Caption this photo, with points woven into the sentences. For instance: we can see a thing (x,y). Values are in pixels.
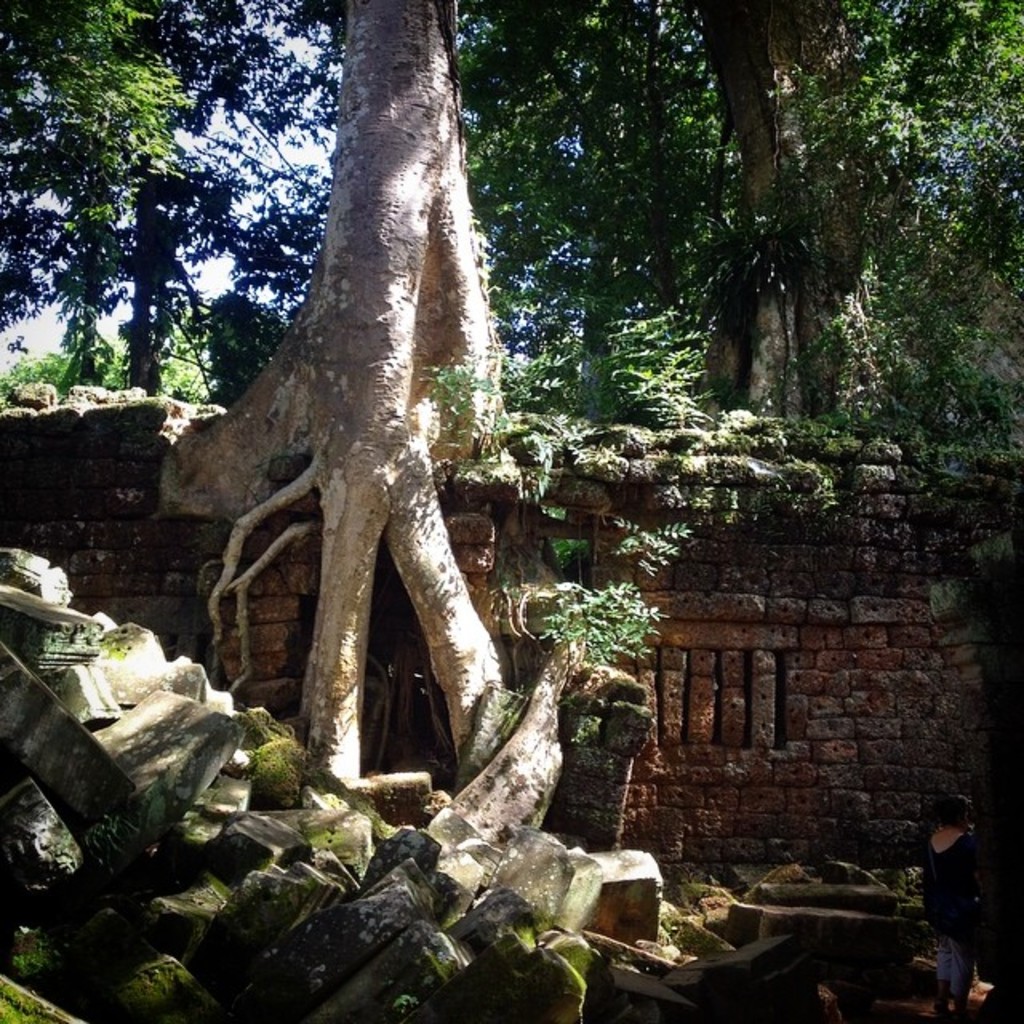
In this image I can see a brick wall (866,677) and a tree (394,67) above wall (965,770) whose roots (349,602) are coming down through the wall (979,779). I can see some stones (184,817) in the left bottom corner (212,871) and a person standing in the right bottom corner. I can see other trees (748,201) above the wall (858,482) at the top of the image (689,293).
